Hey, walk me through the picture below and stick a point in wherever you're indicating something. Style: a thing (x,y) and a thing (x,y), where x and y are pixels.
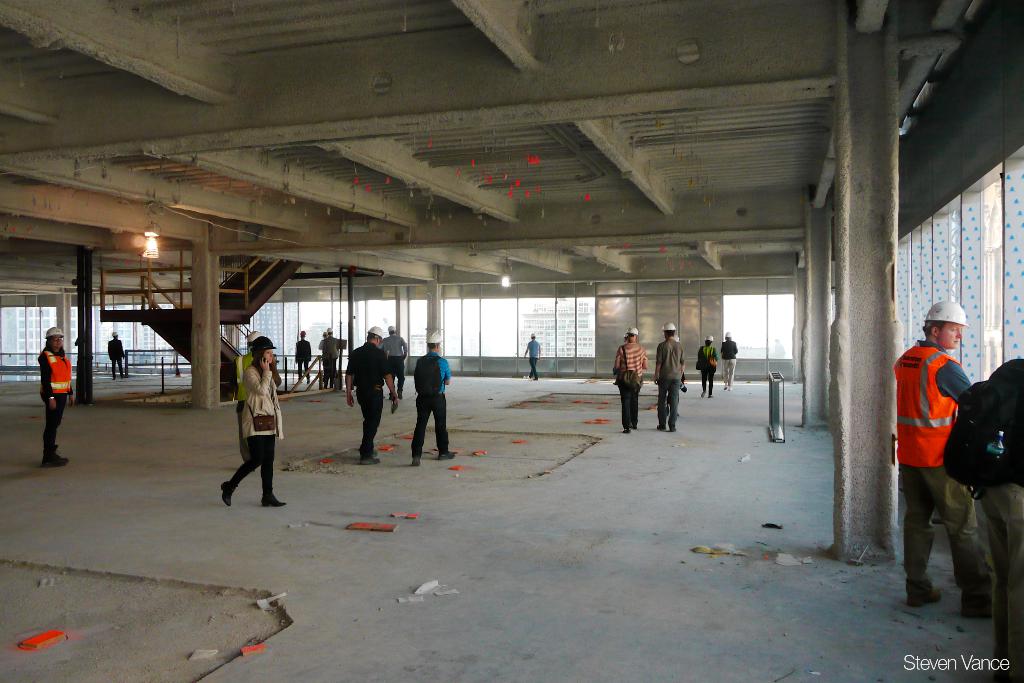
In the image we can see there are people (51,416) standing in the building (521,458) and there are some people (932,419) wearing safety vests (939,404). There are people (435,362) wearing helmets (941,309) and there are stairs (169,313).
